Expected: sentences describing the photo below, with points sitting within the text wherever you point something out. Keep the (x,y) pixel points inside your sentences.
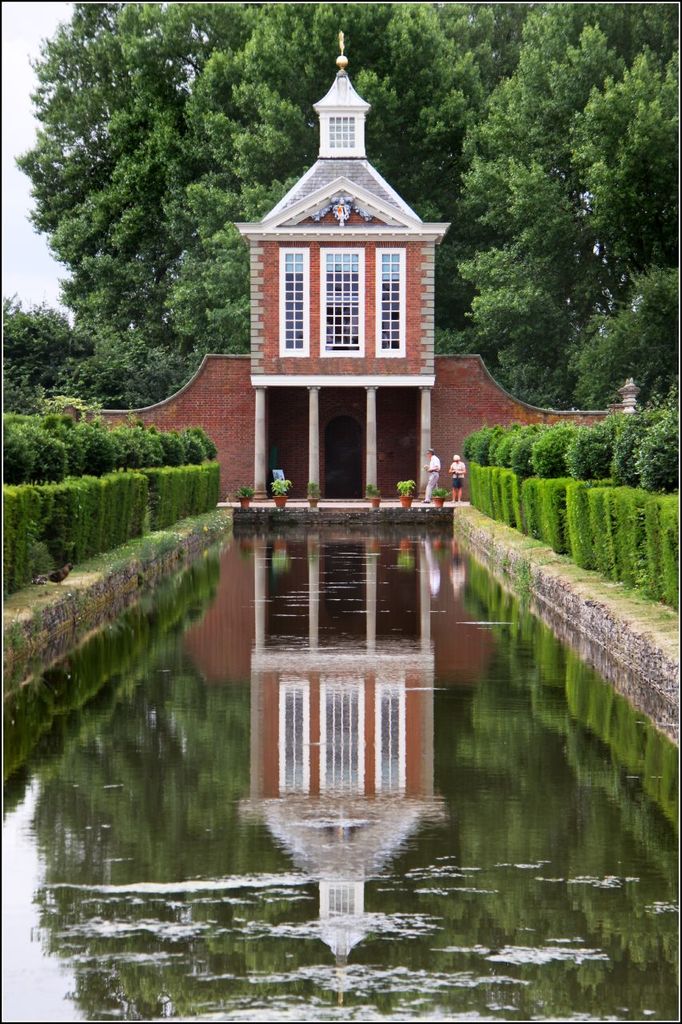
In this image in the center (279,367) there is one house (350,450) and on the right side (560,476) and left side (193,491) there are some plants (623,500), and in the center (436,472) there are two persons (431,479) and some flower pots (406,500) and plants (407,488). At the bottom (347,923) there is a pond (322,585), in the background (520,238) there are trees (520,238).
